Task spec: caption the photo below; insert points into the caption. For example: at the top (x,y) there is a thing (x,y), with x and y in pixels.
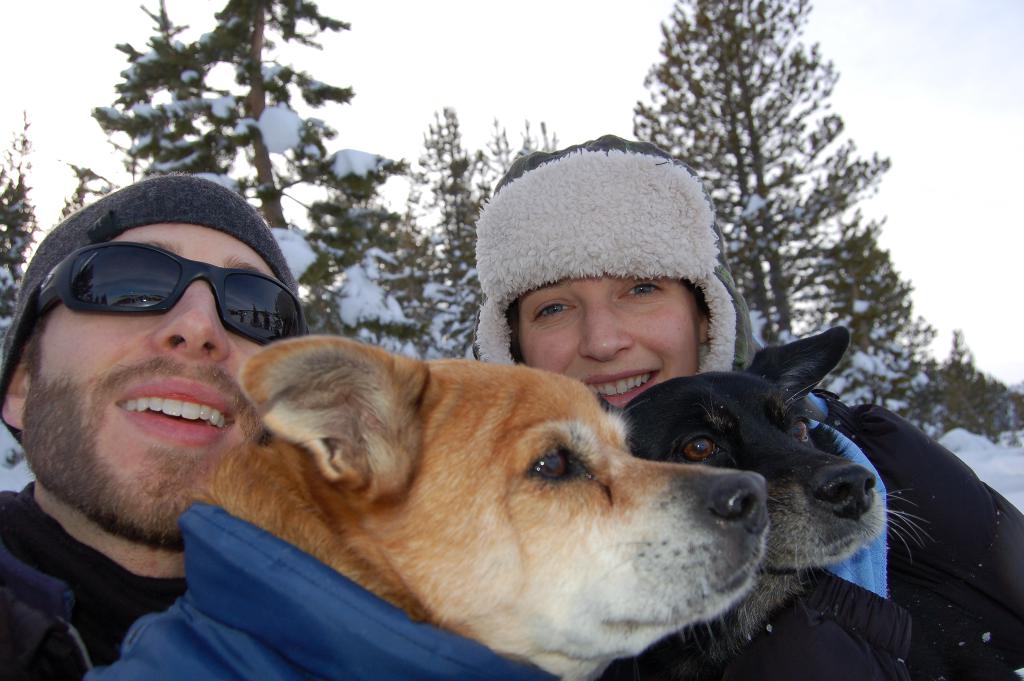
In this picture there is man (195,346) and woman (480,311) holding two dogs (650,465). There is a black dog (779,495) and a white brown colour mixed dog (549,496). There are trees (359,224) in the background (353,220) and snow (754,208) is on top of it.
